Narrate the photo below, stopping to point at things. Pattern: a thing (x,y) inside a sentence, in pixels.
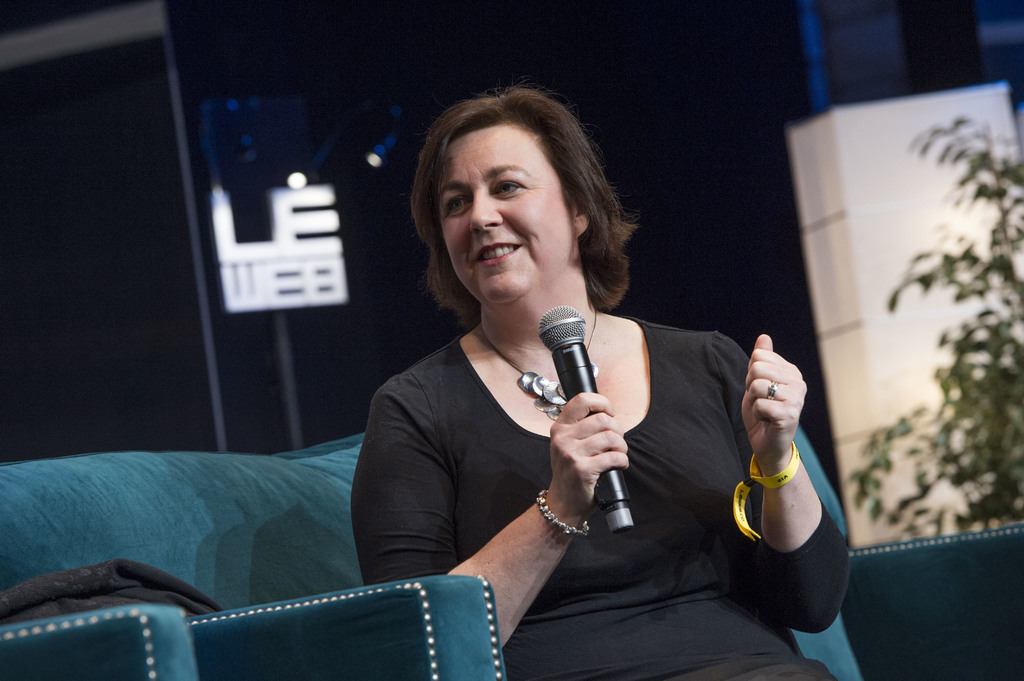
This picture is clicked inside a room (761,83). In front of this picture, we can see a woman (682,531) wearing black color t-shirt (682,486). She is holding microphone (615,511) in her hands (564,499). She's even wearing bracelet (544,498). She is smiling. I think she is talking on microphone (550,331) and she is sitting on the sofa (192,529) which is blue in color. Behind her, we see wall (341,336) that is blue in color and on the right corner of the picture (901,404), we can see tree (946,270) and beside tree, we see a pillar (822,177) which is white in color.
